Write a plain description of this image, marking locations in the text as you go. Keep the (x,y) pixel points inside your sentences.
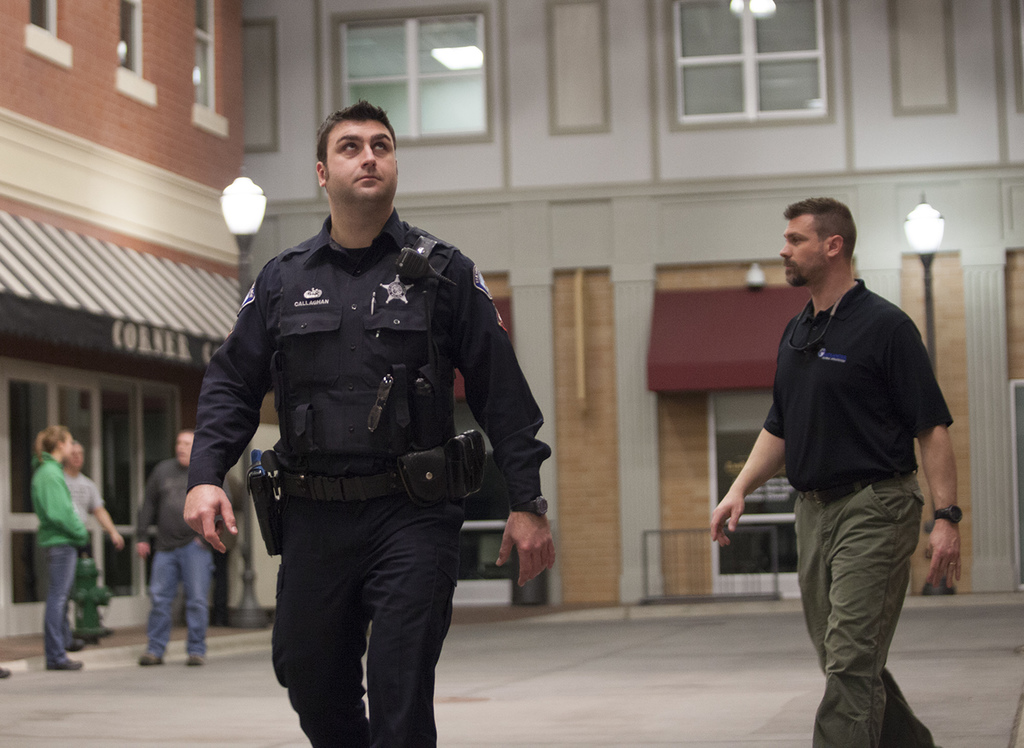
At the bottom of the image (195,687) there is a floor (709,699). In the middle of the image (353,267) two men (896,416) are walking on the floor (38,695). On the left side of the image (174,471) two men (174,471) and a woman (55,519) are standing on the floor (155,699) and there is a hydrant (90,616). In the background (531,168) there are two buildings (464,201) with walls (484,155), windows (354,69) and doors (133,472). There is a board (153,340) with a text (128,345) on it and there are two street lights (248,191).
